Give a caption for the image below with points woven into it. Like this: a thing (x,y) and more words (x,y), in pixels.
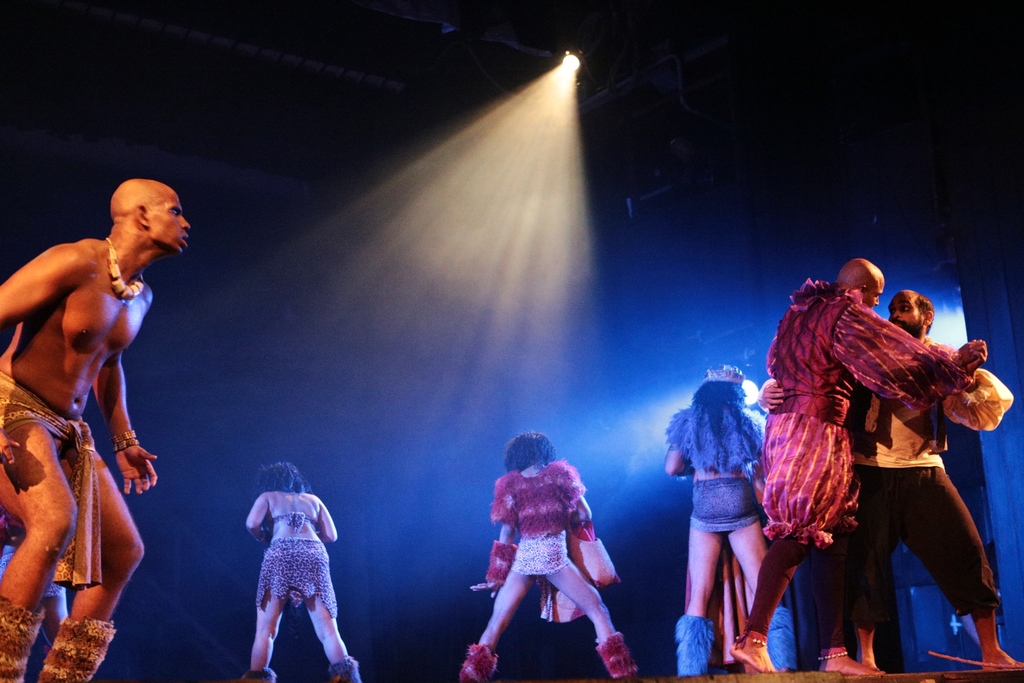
In this picture, we can see a few people (515,498) performing dance, and we can see the dark background with few lights (526,233).
